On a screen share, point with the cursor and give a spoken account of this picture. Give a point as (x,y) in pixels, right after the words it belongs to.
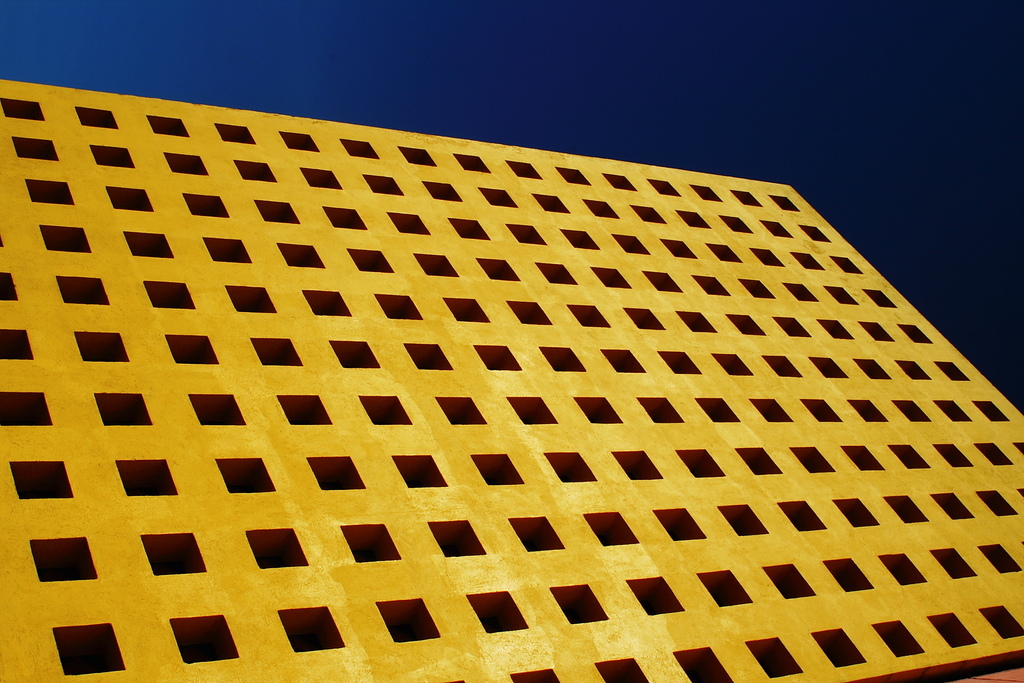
In the center of the image (480,289) there is a building (396,294). In the background (569,61) we can see sky (611,60).
